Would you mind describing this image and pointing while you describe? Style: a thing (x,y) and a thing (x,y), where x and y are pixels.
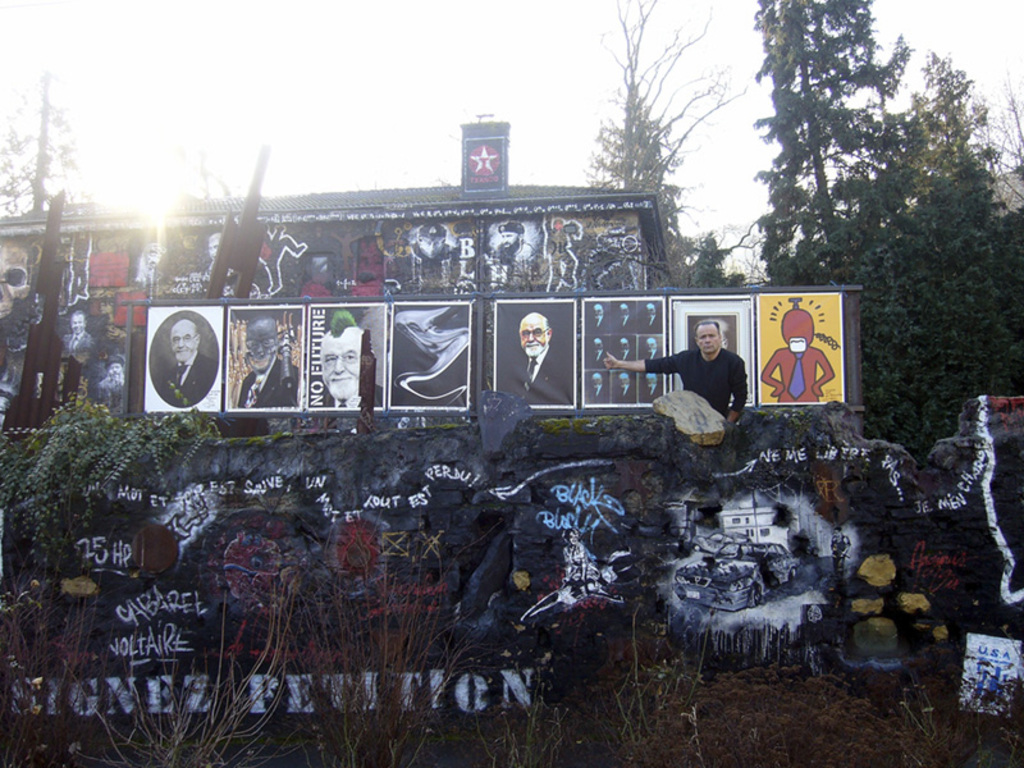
In this image there is grass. There is a wall (999,482) with painting (988,471). There is a person (711,382). There is an object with all photos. There are trees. There is a sky (142,151).
